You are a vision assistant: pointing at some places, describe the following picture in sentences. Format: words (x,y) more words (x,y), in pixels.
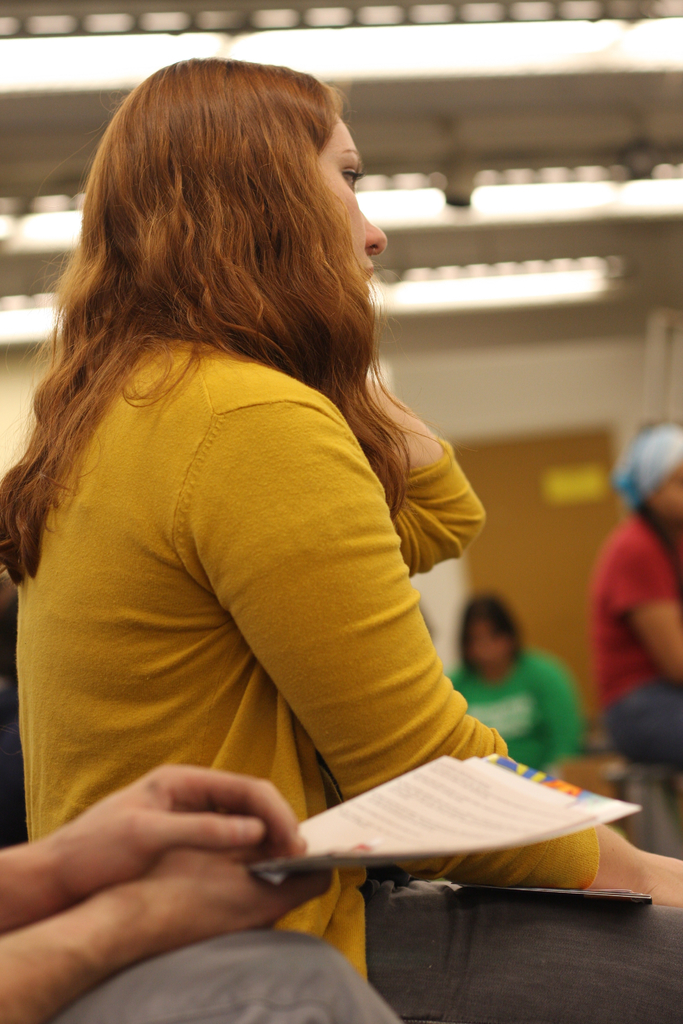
In this picture we can see a girl (191,617) wearing a yellow sweater (265,546) and sitting in the front (401,734). Behind we can see two girls (560,699) sitting on the bench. In the background (500,420) there is a white wall (510,349). On the top ceiling (458,100) there are some tube lights (503,208).
